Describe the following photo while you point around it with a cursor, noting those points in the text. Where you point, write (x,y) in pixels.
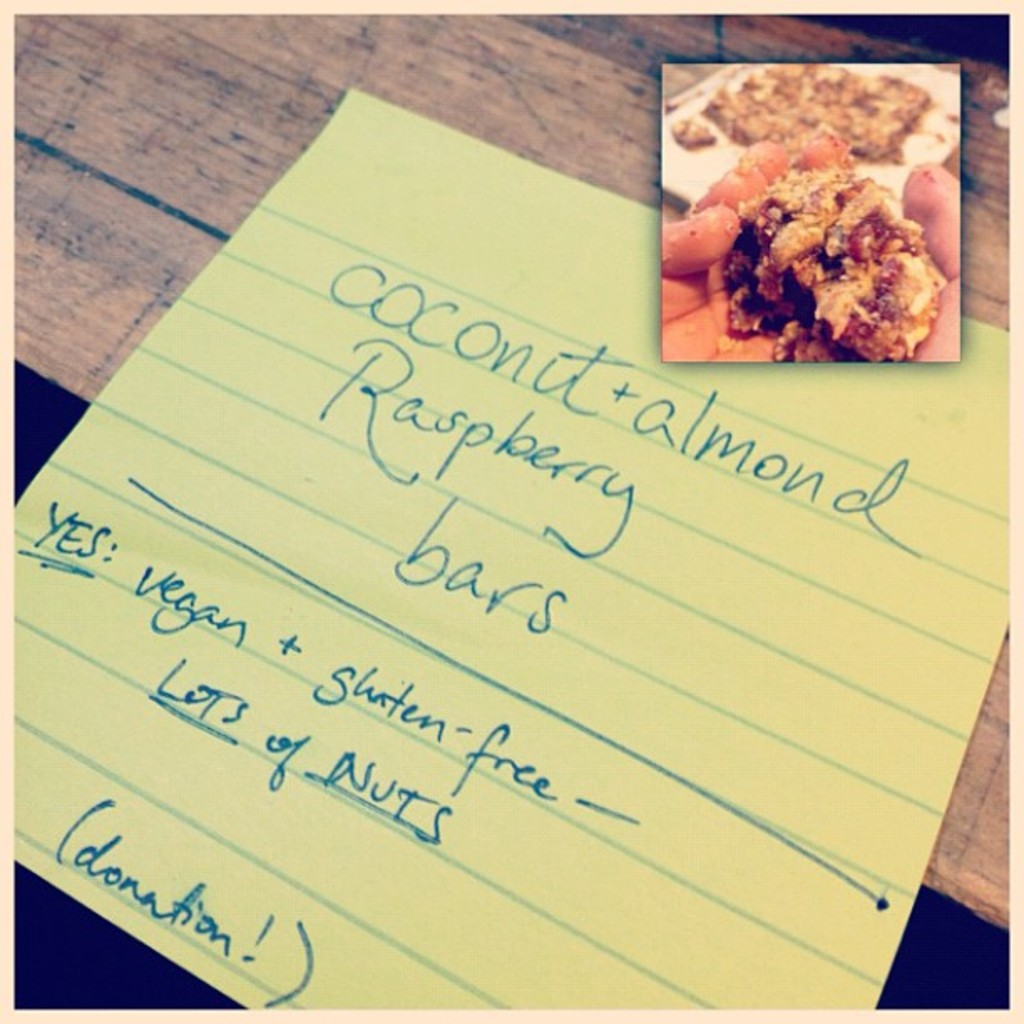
We can see paper (374,514) and a photo (815,194) on the wooden surface (948,838).
